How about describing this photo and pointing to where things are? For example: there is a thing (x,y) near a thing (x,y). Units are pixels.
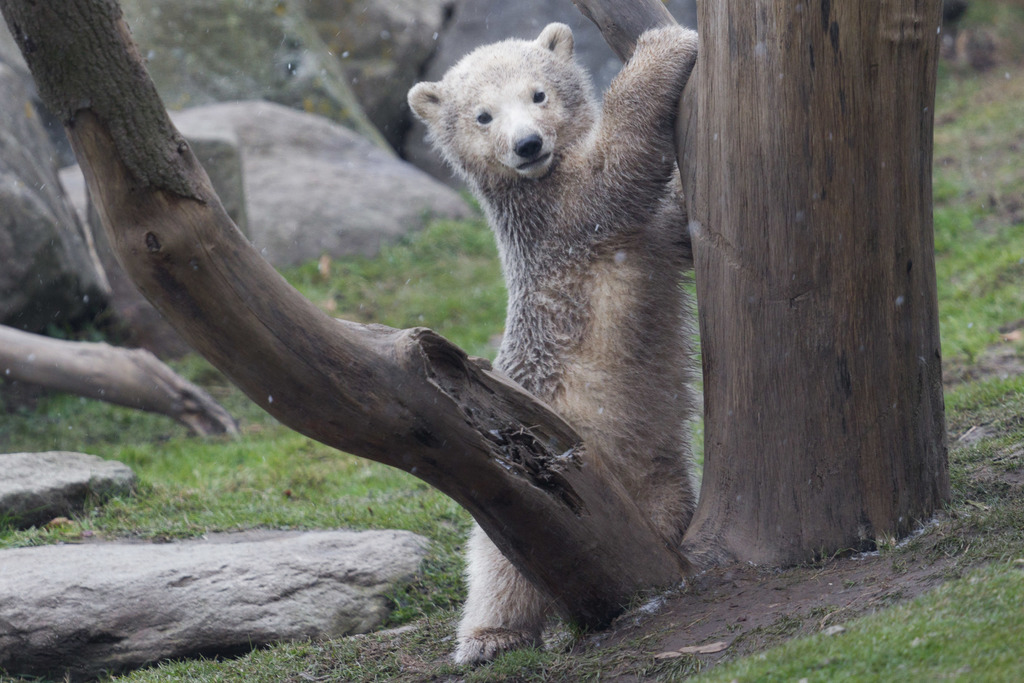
In the picture I can see a polar bear (643,345) on the ground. I can also see trees (584,565), the grass (426,310) and rocks (330,204).
